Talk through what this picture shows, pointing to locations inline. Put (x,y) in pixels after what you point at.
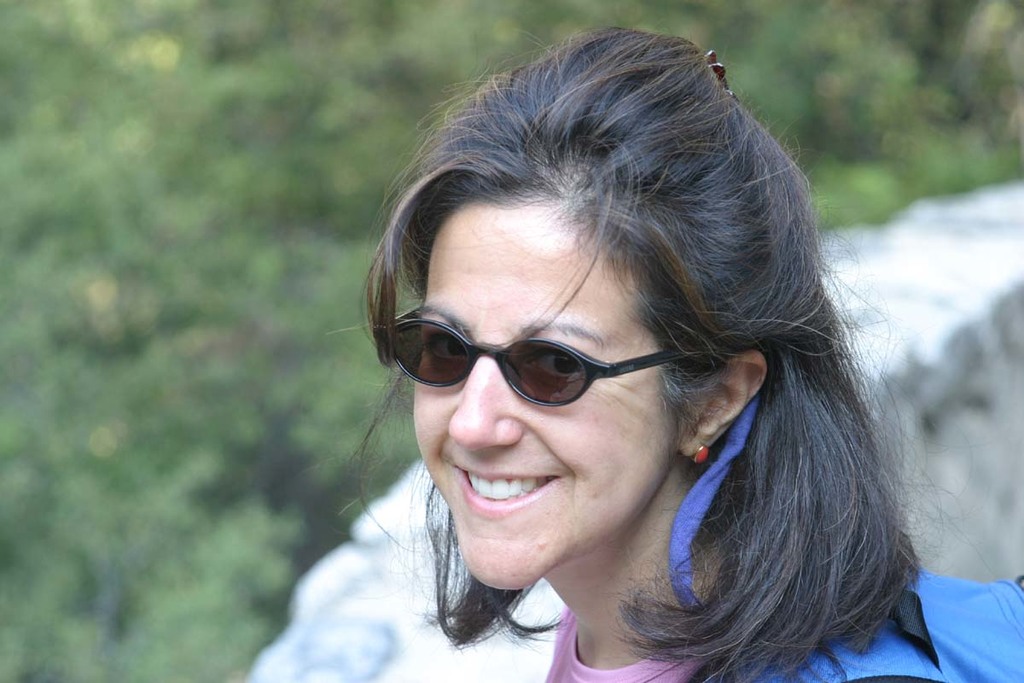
In this image there is a lady (646,506) with a smile (507,510) on her face (520,503) and she is wearing a bag (894,653) on her shoulder (841,642). In the background (225,330) there are trees (369,256).
